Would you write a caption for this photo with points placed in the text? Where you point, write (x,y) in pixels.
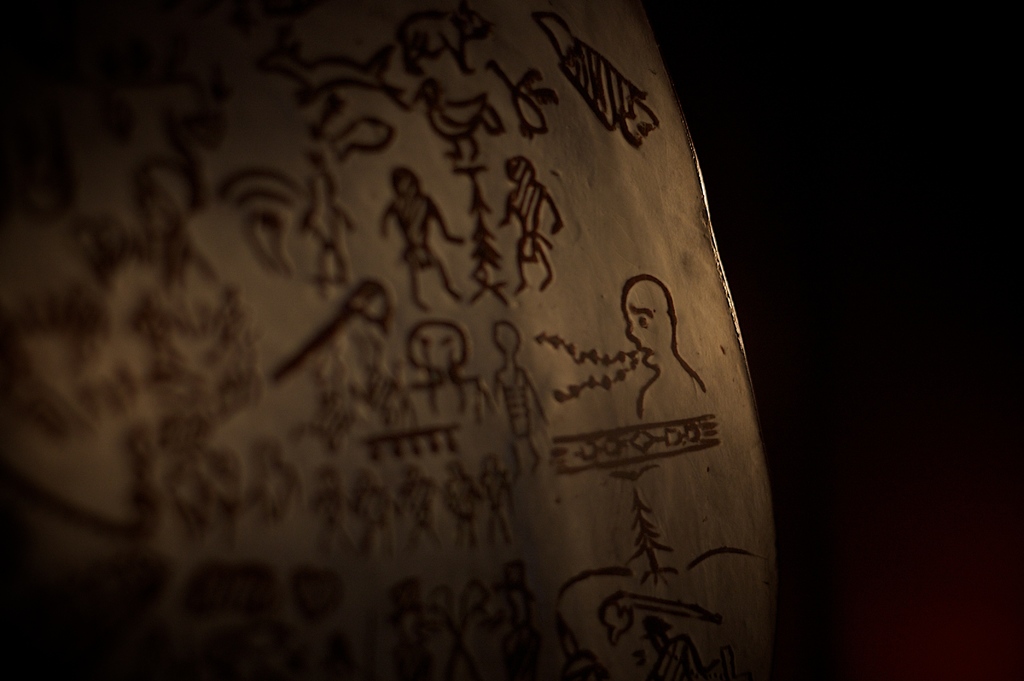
In this image we can see an object (478,268) with some art (413,173) and the background is dark.
